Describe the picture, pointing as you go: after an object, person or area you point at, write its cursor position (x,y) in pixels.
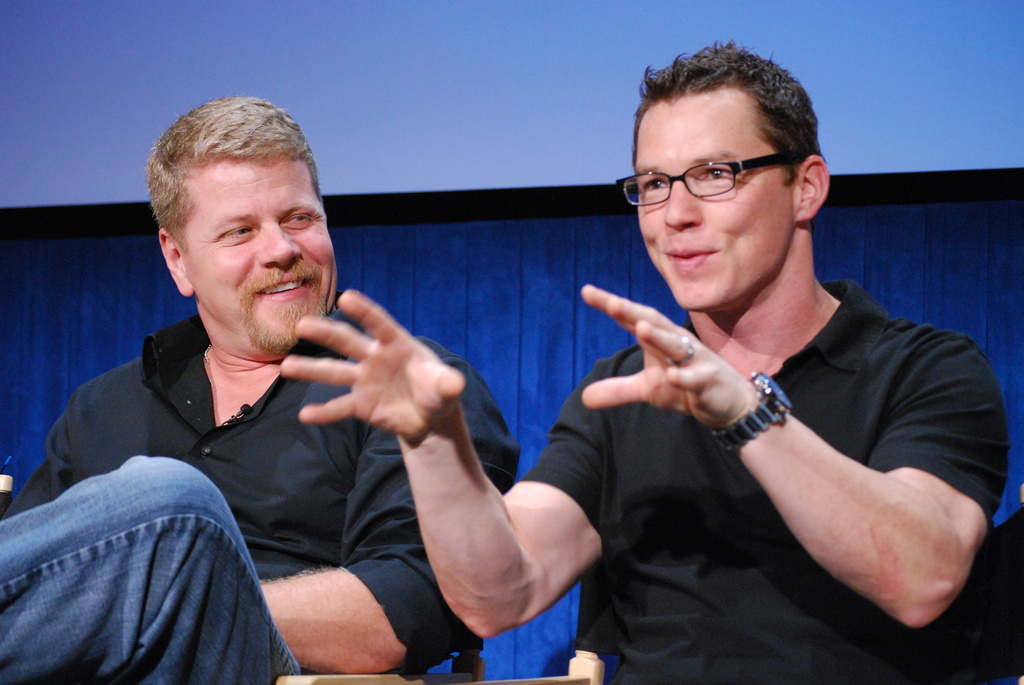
In this image in the center (613,425) there are two persons (354,499) who are sitting and one person (194,396) is smiling and one person (720,427) is talking, in the background (561,346) there is a wall (265,63) and curtain (454,301).
